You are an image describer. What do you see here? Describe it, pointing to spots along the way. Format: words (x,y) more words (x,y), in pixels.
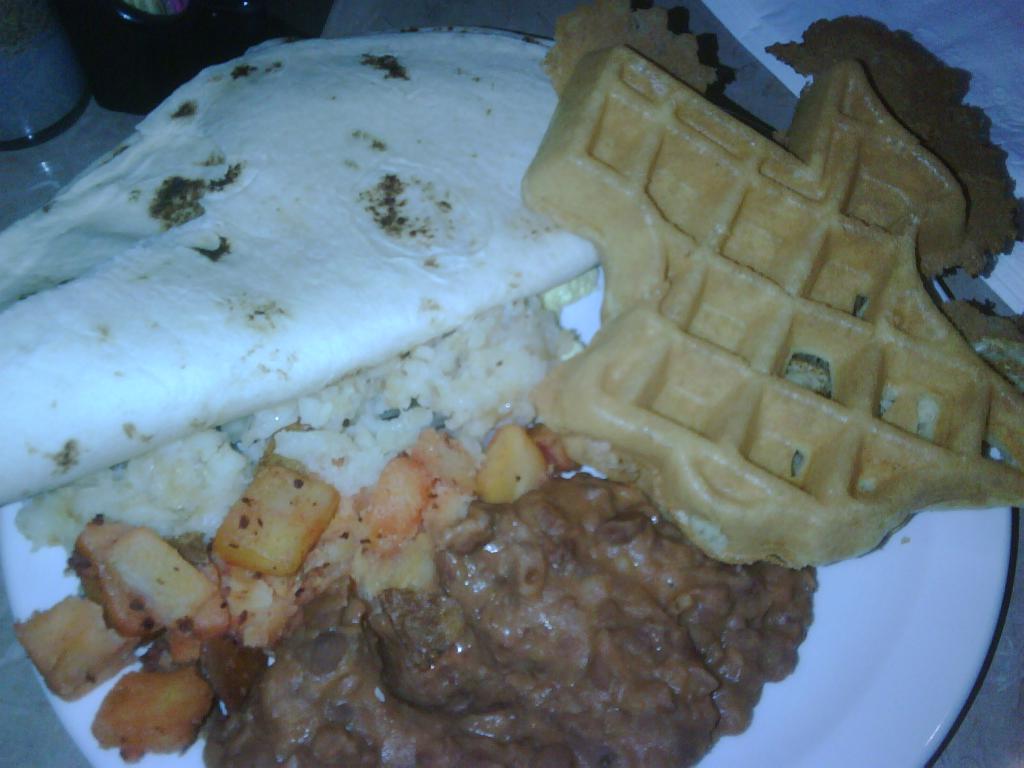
In the picture there is a plate (880,655) with the food item (208,348), beside the plate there may be containers (123,78).
